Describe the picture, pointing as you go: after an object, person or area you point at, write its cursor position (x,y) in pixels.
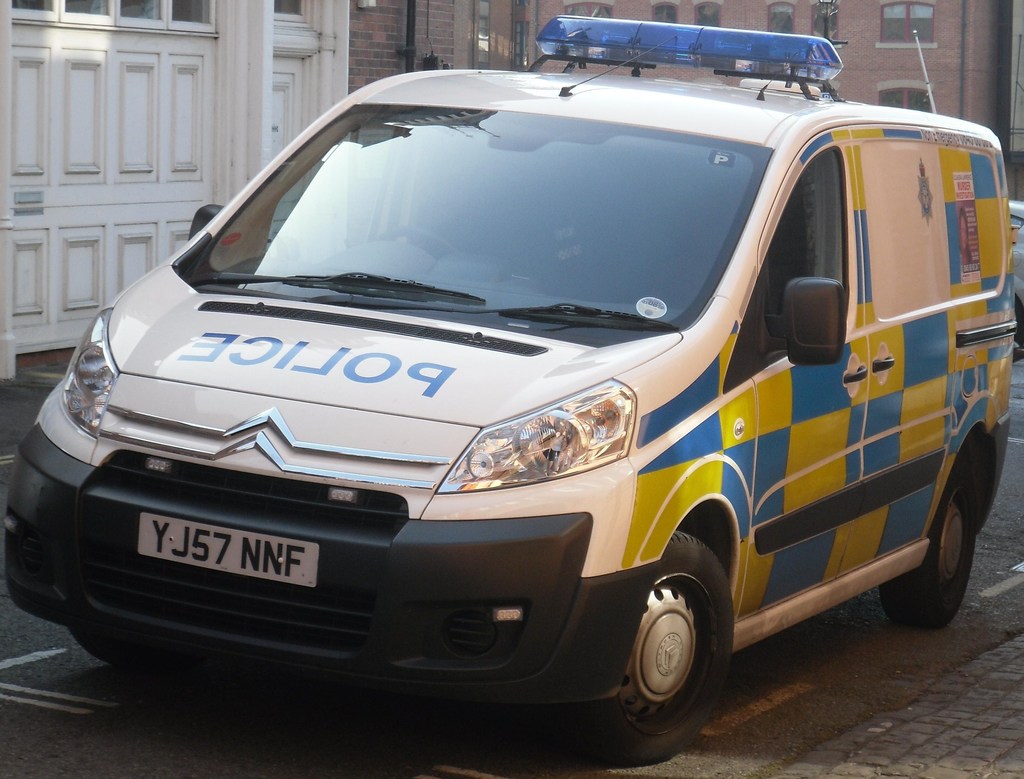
In this image we can see a vehicle (581,450) with number plate (211,546) and some text (287,354). In the back (361,78) there is a building (347,49) with windows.
